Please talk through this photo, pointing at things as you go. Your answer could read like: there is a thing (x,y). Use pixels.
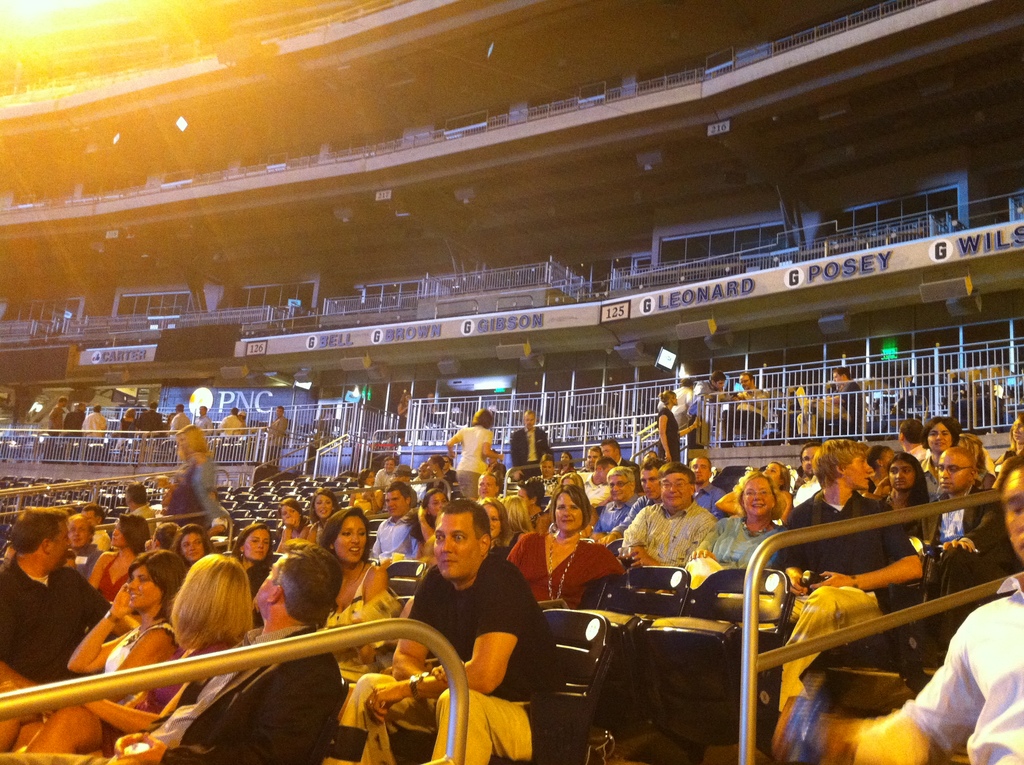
In the foreground of this image (538,548), there are few people (699,533) sitting on the chairs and we can also see the railing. In the background (684,425) there are few people (470,481) standing behind the railing (786,433) and also it seems like a stadium (177,313). There is a light focus (91,46) in the left top corner (100,65).
